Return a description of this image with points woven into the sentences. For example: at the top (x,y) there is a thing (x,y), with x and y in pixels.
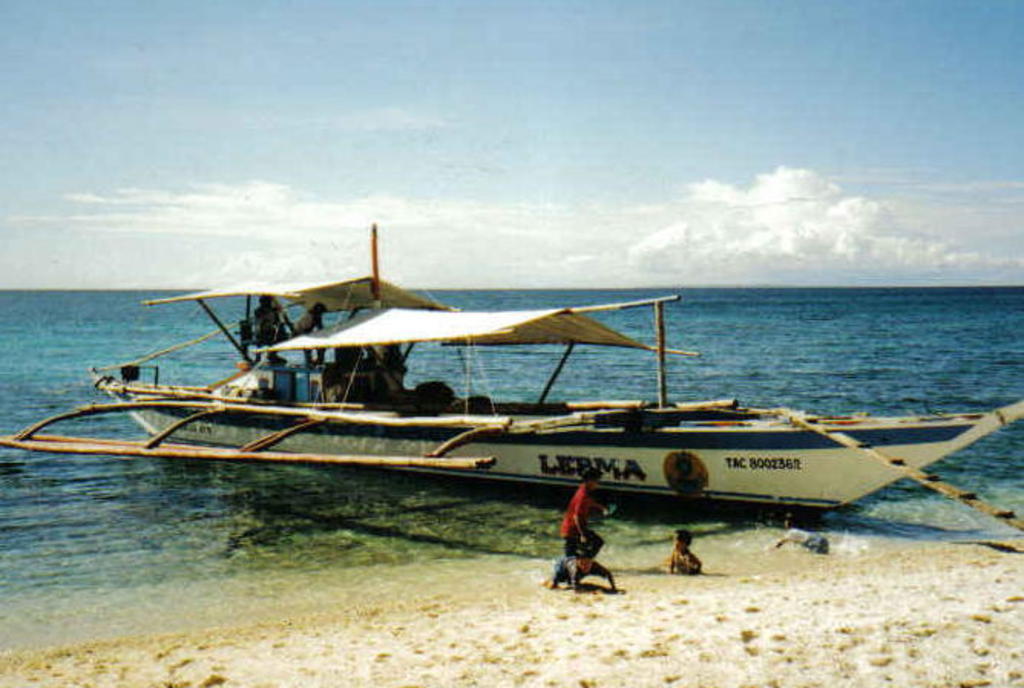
In this picture we can see four kids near the sea shore (512,588). There are a few tents (379,338), people (271,342) and other objects (300,369) visible on the boat (351,406). We can see an object (970,498) on the right side (1009,514). Sky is blue in color and cloudy.
